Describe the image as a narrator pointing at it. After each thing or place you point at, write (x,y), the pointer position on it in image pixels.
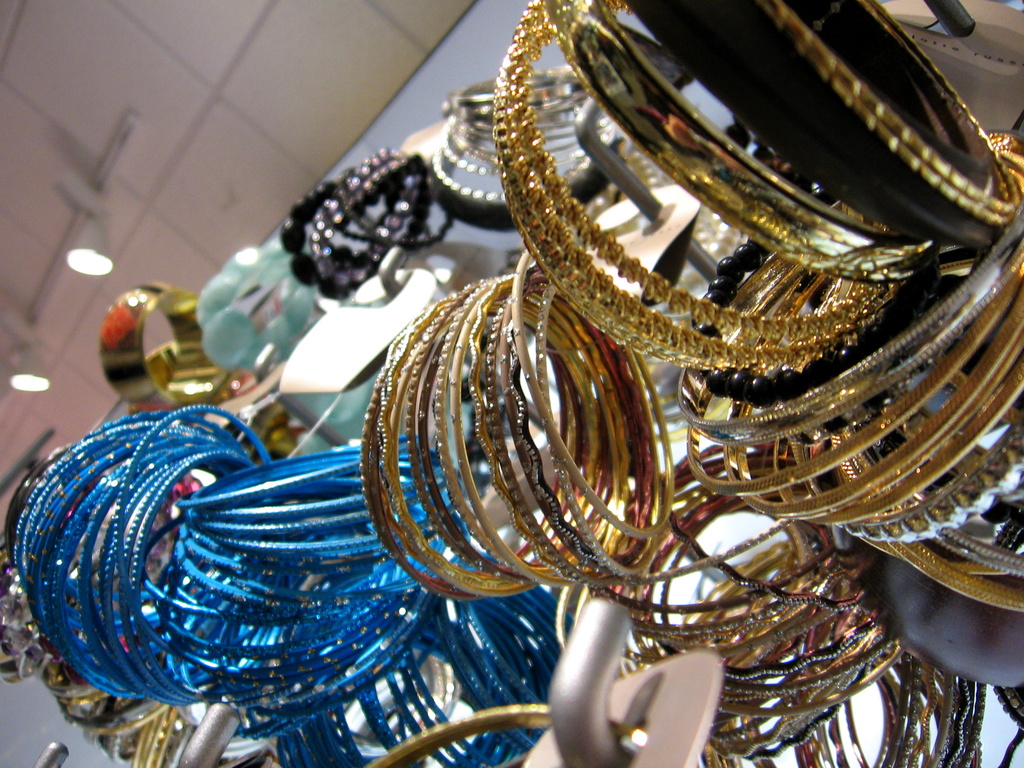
In this picture, I can see few different types of bangles (701,504) and couple of lights (76,268) to the ceiling (59,266).
